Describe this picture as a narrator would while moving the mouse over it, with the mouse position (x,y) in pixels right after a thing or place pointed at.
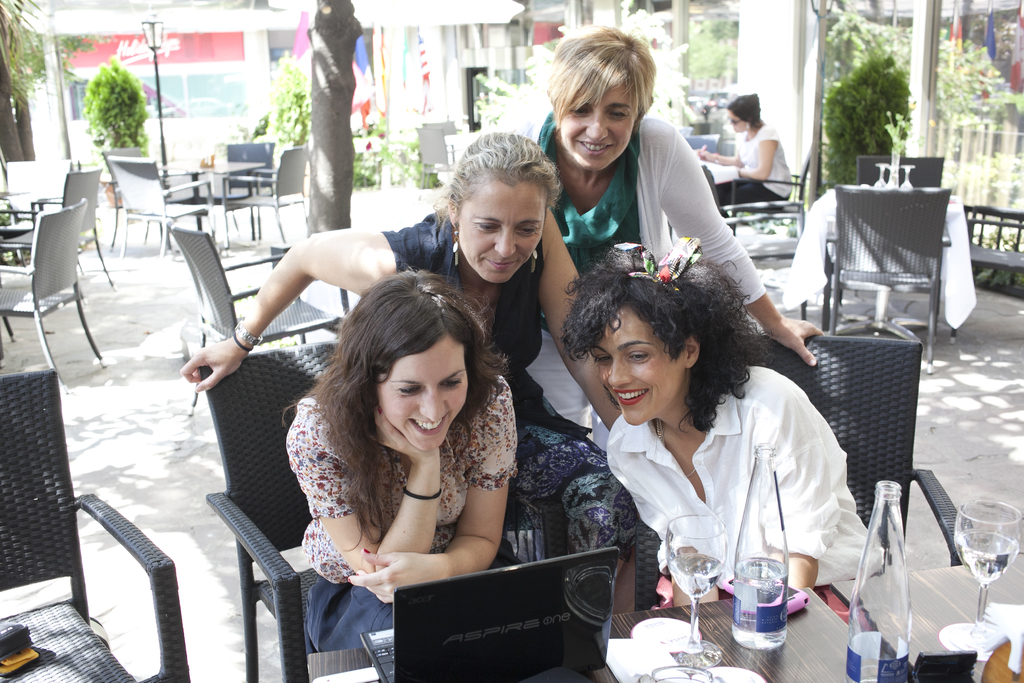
There are four women (546,313) here looking at the laptop (440,613) which is on the table (727,640). On the table (811,623) we can see glasses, water bottle (761,579). In the background (773,175) there are tables (831,225), chairs (843,222), light pole (152,39), plants (107,104), flags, tree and on the right (745,151) a woman (753,163) is sitting on the chair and writing notes (725,166).
